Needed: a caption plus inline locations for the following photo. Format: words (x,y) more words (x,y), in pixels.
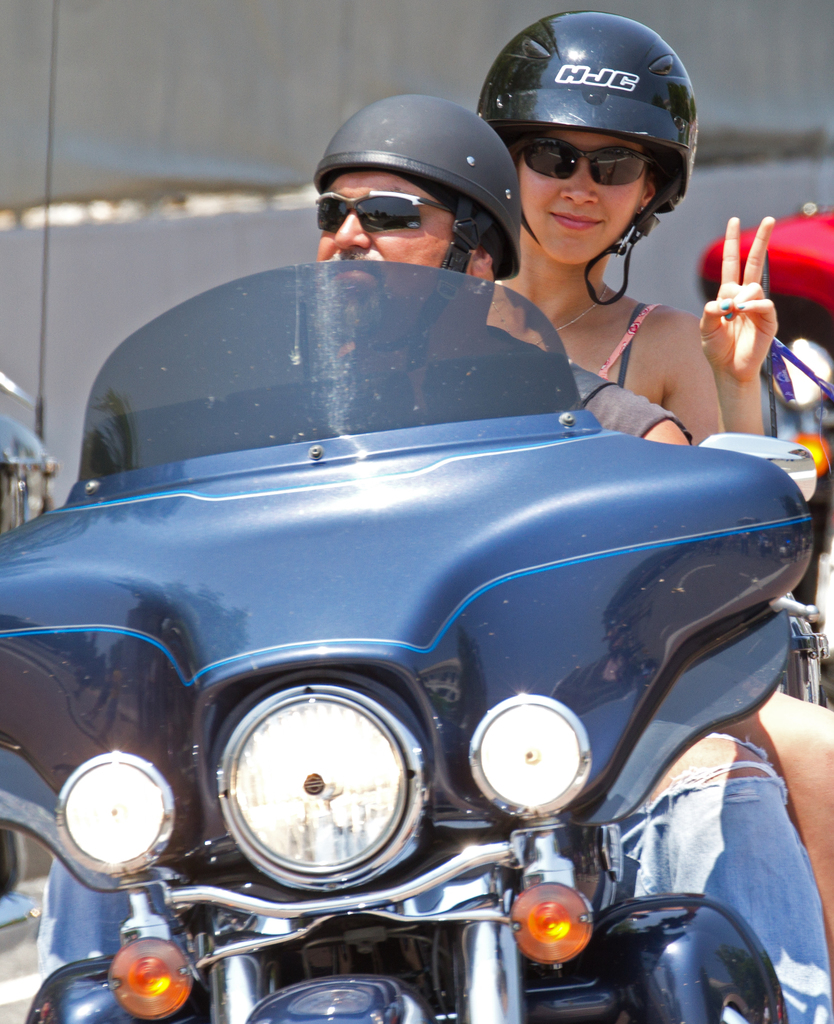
In this picture, there is a men (357,185) and women (595,253) who is riding a bike (442,574). In the front (392,798) we can see a lights (380,807) of a bike (614,571). A woman (554,200) who is wearing a goggles (609,166) and helmet (602,53) and she is showing a two fingers (734,272). On the background (226,153) there is a building (156,123). On the right (818,229) there is a red bike (795,307).
